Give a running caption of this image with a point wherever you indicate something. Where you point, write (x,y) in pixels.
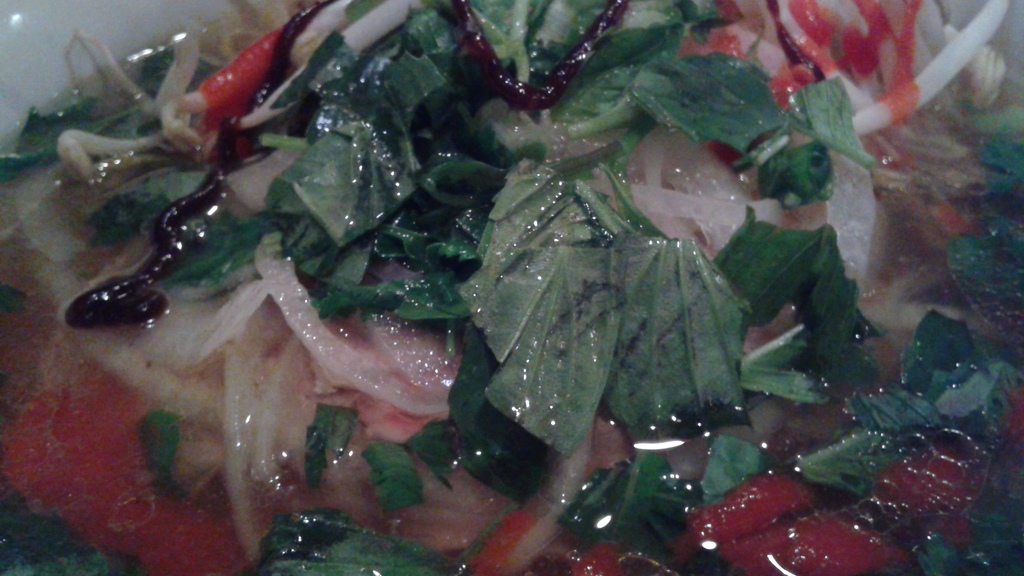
In this picture we can see leaves (625,373), water (53,386) and some food items (311,351).
